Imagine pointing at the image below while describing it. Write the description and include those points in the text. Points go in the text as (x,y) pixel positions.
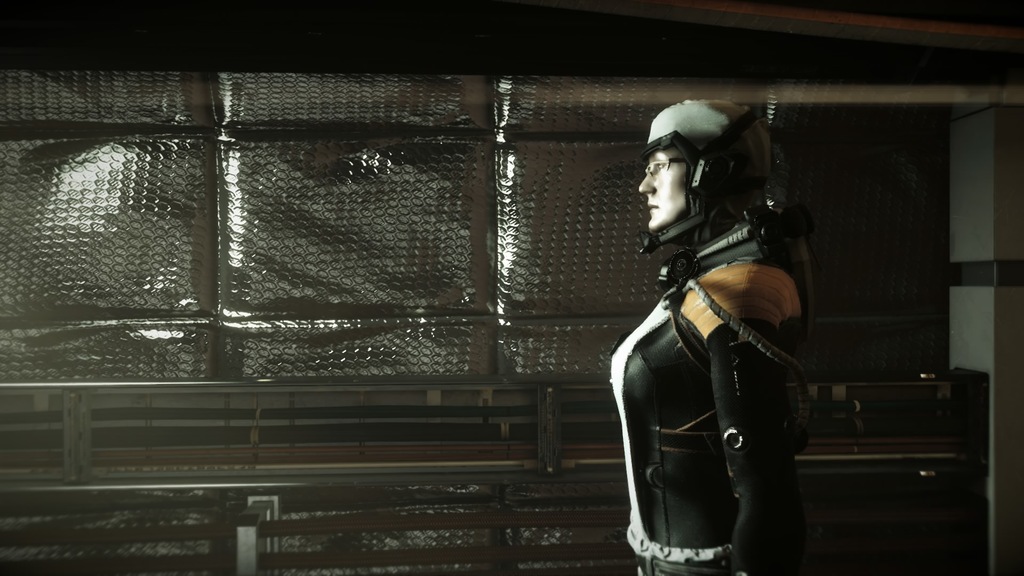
This is an animated image. We can see a person (650,389) and some metal poles (325,411). We can also see the wall (385,237) with some objects (892,420).
